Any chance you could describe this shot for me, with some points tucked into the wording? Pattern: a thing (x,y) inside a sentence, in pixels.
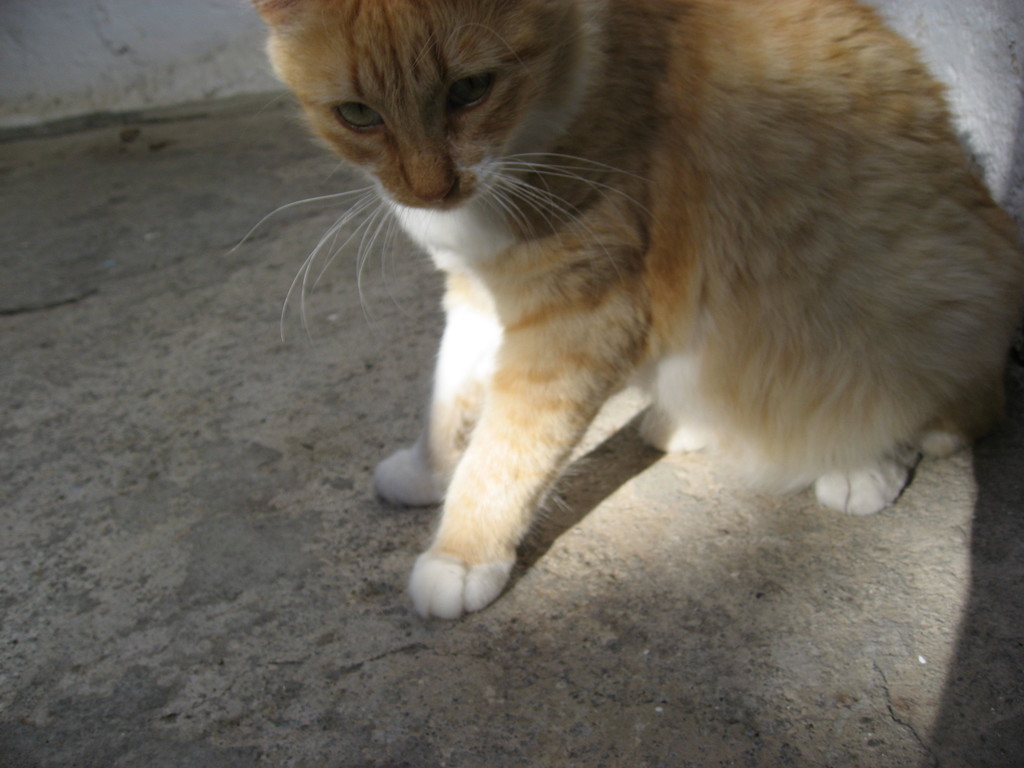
In this image we can the cat (515,412). And we can see the cement floor (210,562).
